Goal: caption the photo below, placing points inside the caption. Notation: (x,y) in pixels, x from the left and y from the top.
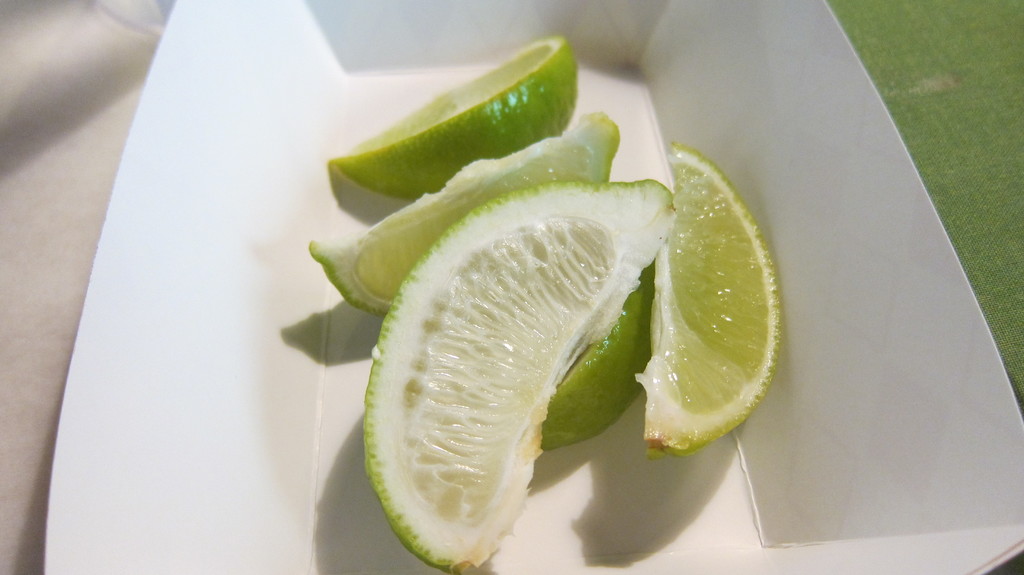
In this image we can see the Persian lime pieces (479,261) in the white box (327,314) which is on the surface (884,80).
